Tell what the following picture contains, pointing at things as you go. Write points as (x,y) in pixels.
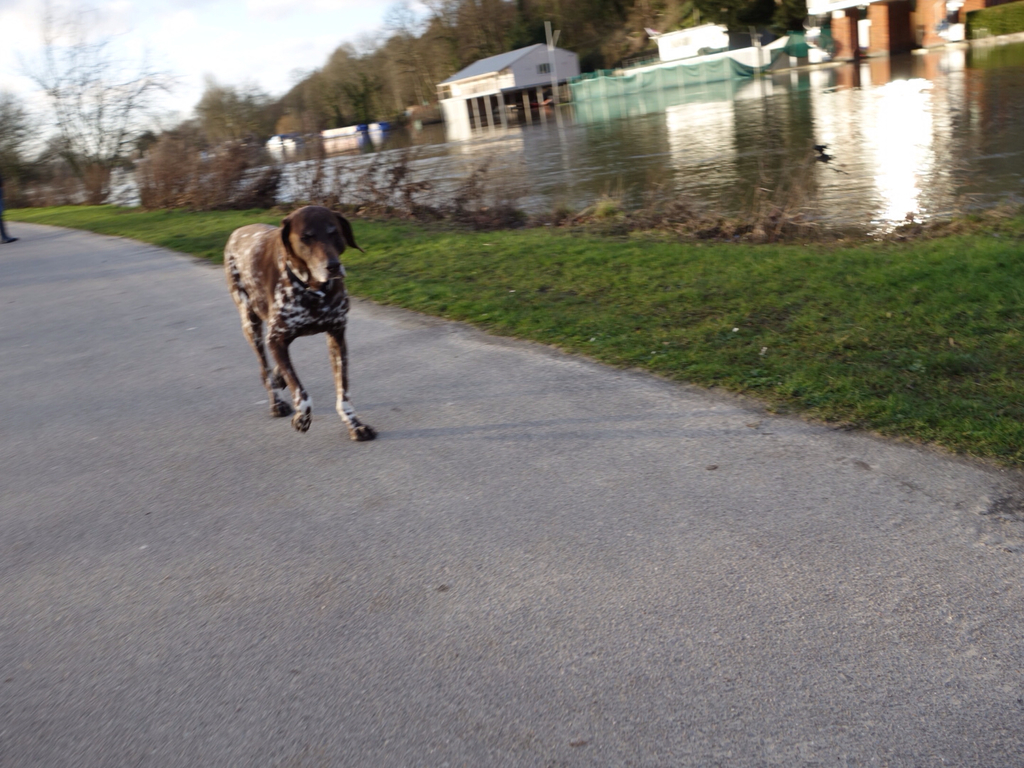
In this image there is a dog (272,304) on the road (28,296), beside the dog (271,241) there is grass (269,222) and dry plants (327,202), beside the plants (515,211) there is a lake (587,166). On the other side of the lake (496,126) there are houses (528,89), lamp posts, behind the houses (539,77) there are trees (222,111).
